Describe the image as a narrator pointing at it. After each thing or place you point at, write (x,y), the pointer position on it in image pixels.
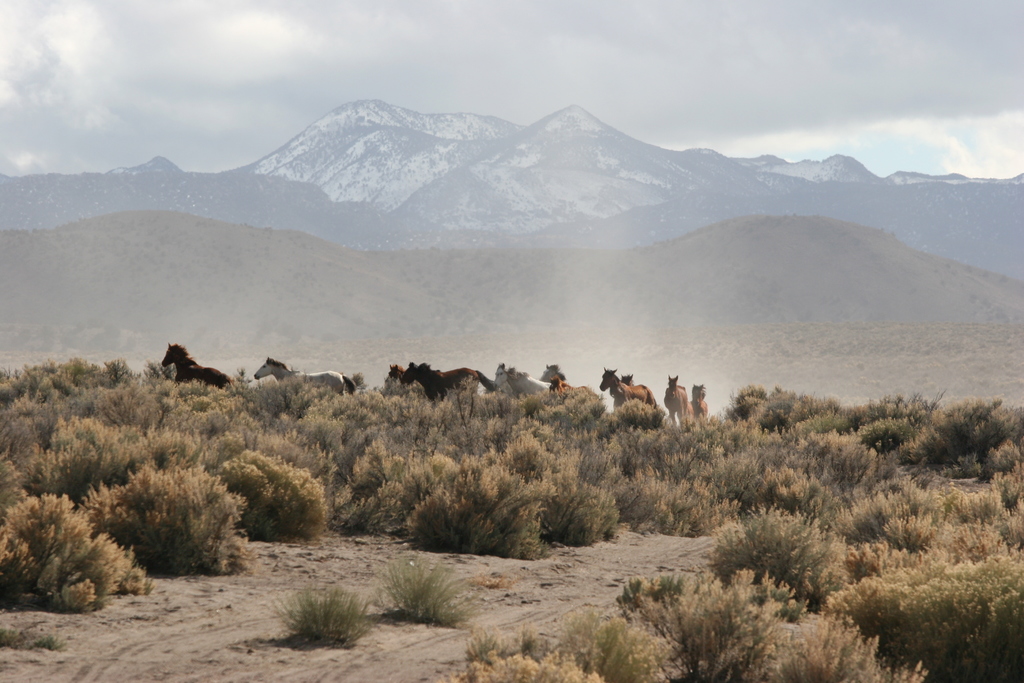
In the center of the image (526,415), we can see horses (325,388) and there are plants (710,565). In the background (527,251), there are mountains (480,205). At the top (343,58), there is sky (241,80).
